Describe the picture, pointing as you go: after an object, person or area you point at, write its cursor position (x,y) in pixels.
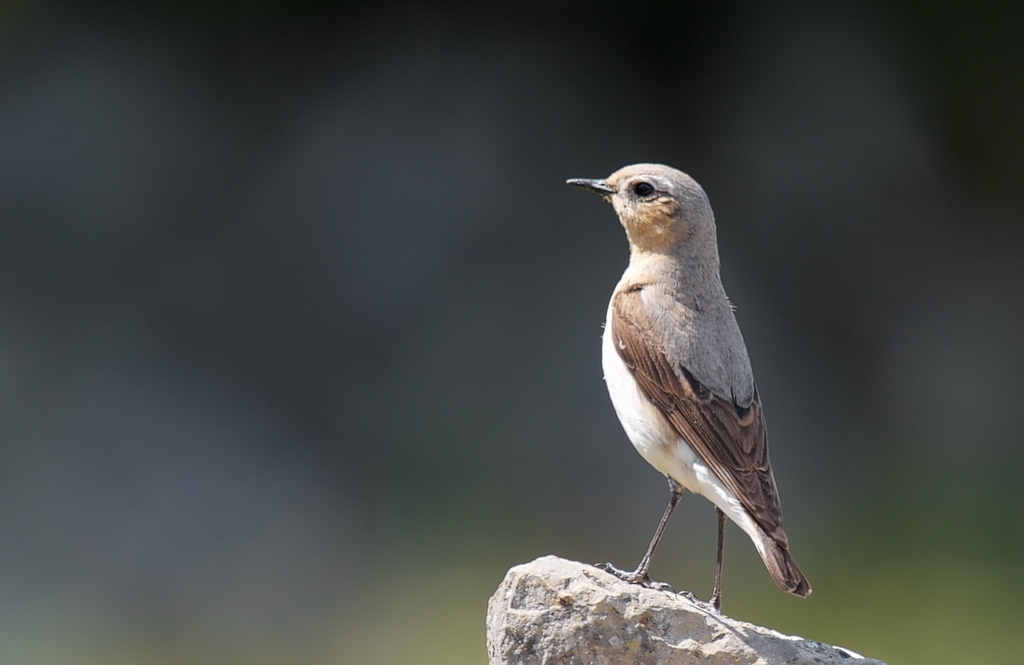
In this image there is a bird (716,524) on the rock (603,660) and the background of the image (463,551) is blur.
